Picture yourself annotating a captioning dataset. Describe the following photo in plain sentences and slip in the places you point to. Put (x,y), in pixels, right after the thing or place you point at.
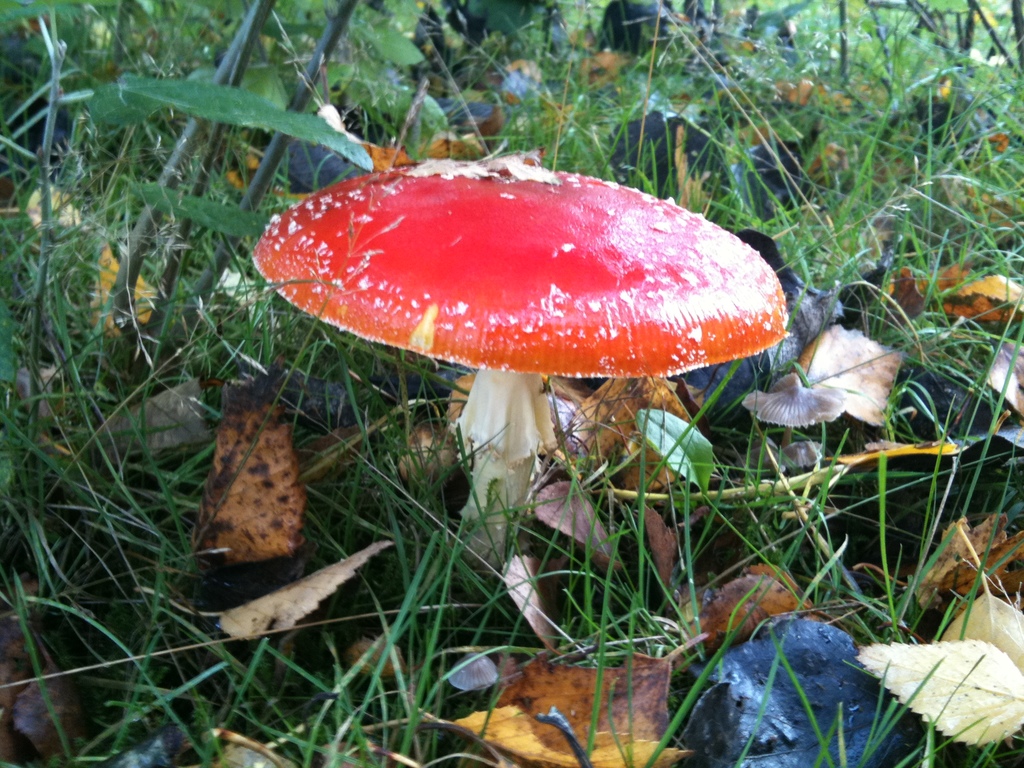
In the center of the image (395,303), we can see a mushroom (520,326) and in the background (559,420), there are leaves (861,374) and grass (768,123).
